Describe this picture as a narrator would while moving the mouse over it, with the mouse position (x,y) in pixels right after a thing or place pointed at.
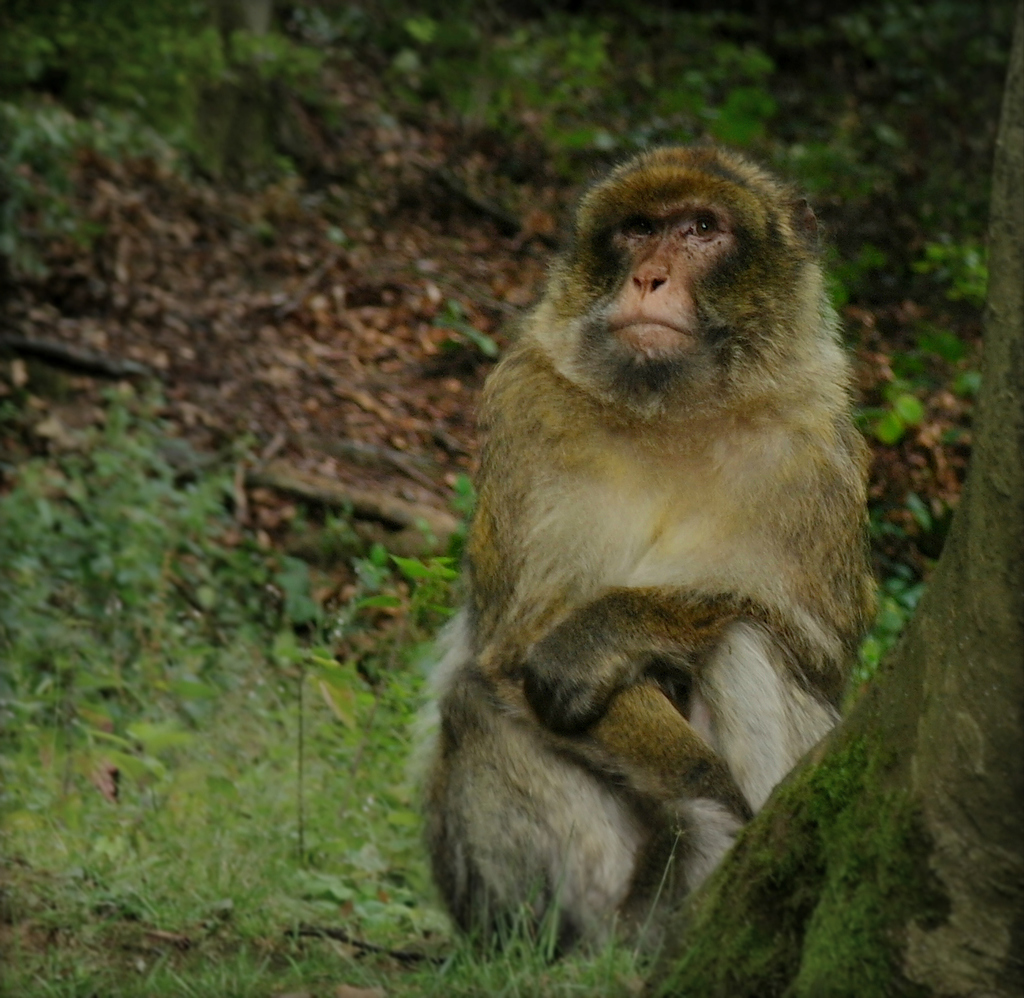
In this image, at the right side (705,807) we can see a monkey (707,551) sitting on the grass (115,856), we can see green grass (268,799) on the ground (370,89).
